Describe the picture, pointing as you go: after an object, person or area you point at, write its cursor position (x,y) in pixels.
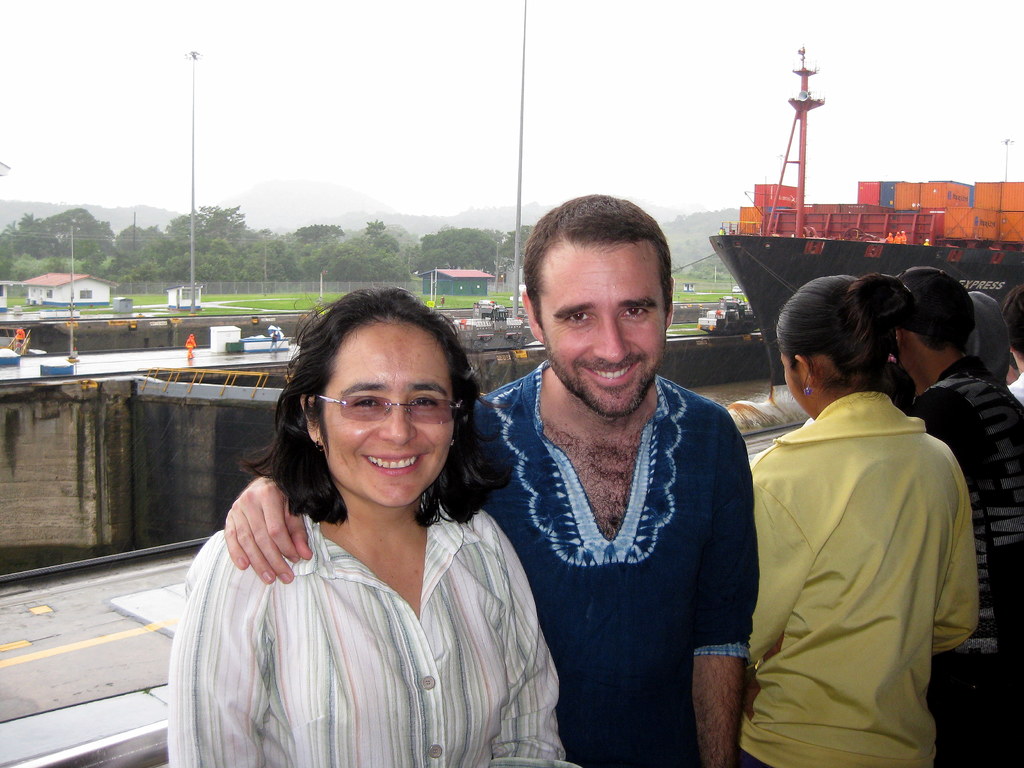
In this picture there is man (646,524) wearing a blue color shirt (625,660), smiling and giving a pose. Beside there is a woman (438,699) wearing white shirt (383,646) is smiling and giving a pose into the camera. Behind there is a cargo ships (723,256) and some fencing grill (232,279). In the background (157,235) we can see many trees (149,245).
